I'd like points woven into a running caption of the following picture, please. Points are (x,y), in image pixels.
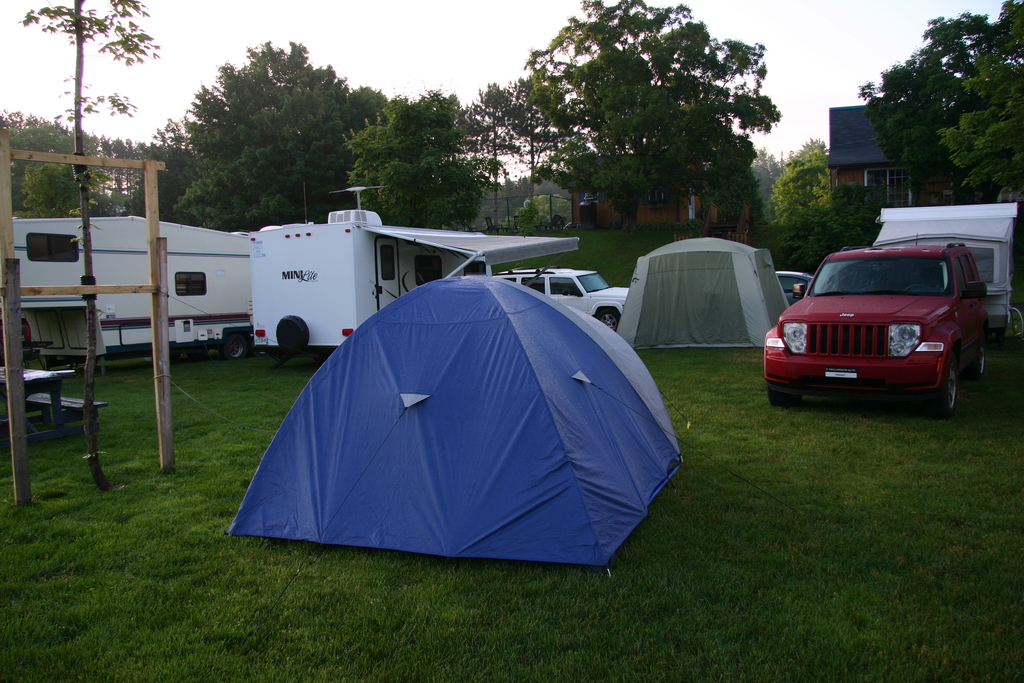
In this image there are two camps (575,378) and a few vehicles (538,245) are parked on the surface of the grass (736,541) and there is a tree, in front of the tree (92,317) there is a wooden structure (163,409) and there is a table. In the background (549,176) there are trees (293,142), buildings (863,180) and the sky (800,47).
